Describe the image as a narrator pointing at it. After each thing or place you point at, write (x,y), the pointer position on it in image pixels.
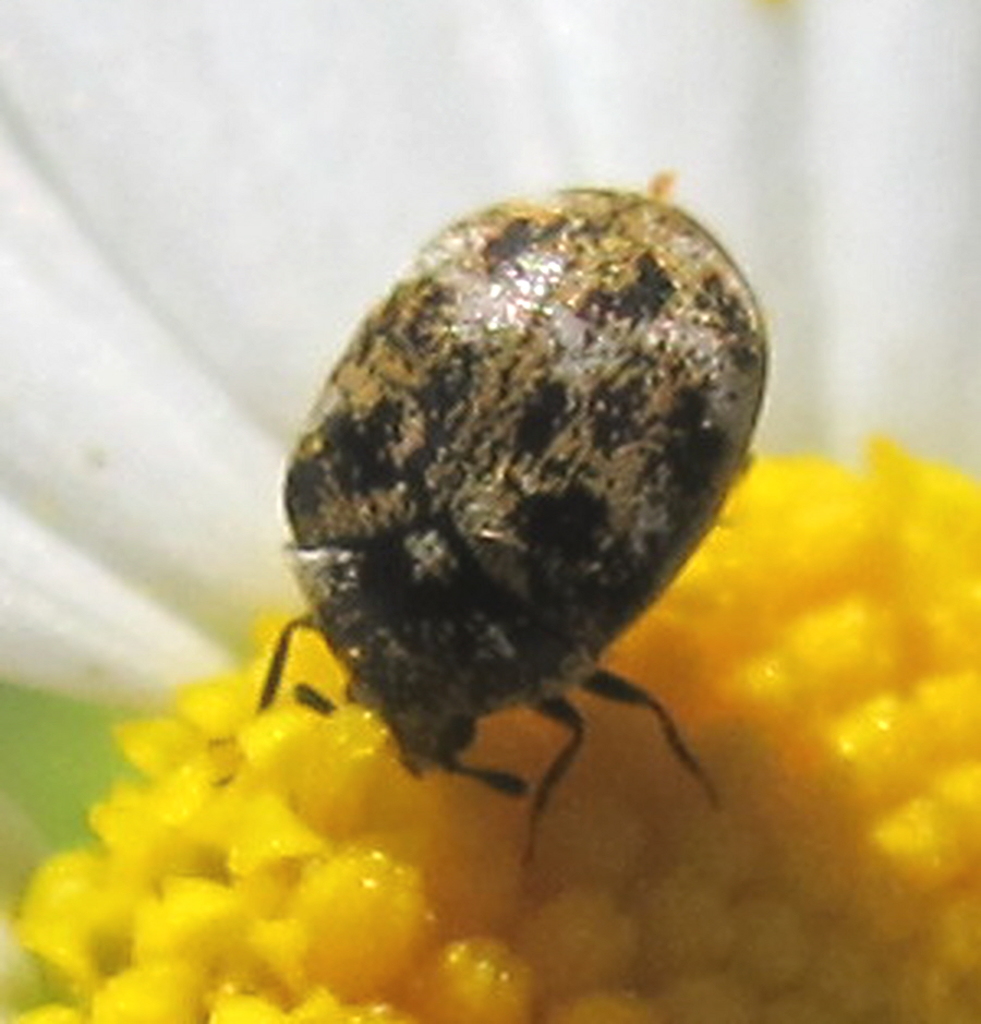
This looks like a carpet beetle (555,615) on the flower (527,766). This flower (811,830) is yellow in color. The background (231,340) looks white in color.
